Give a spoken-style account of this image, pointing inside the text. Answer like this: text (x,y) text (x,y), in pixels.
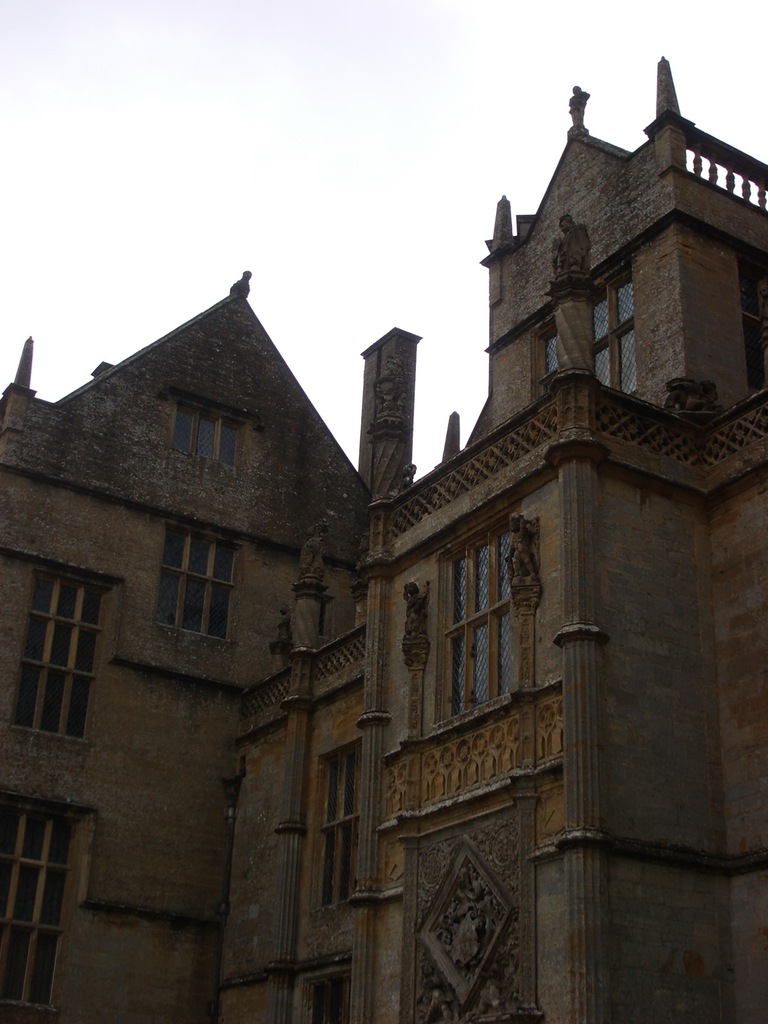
In this image I can see a building (183,648) in brown color I can also see few windows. Background (336,187) sky (201,233) is in white color.
